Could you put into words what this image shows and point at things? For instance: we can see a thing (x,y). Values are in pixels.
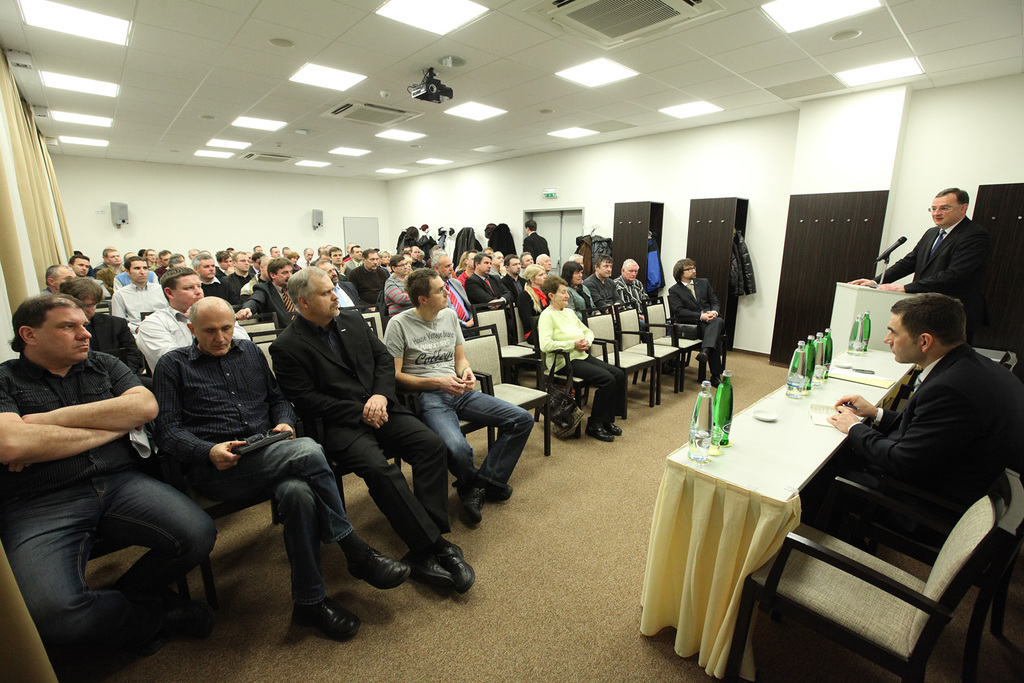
Here we can see a group of people (191,252) sitting in chairs (484,366) and in front of them there is a man (986,454) sitting on a chair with a table (802,441) in front of him with bottles (823,358) and beside him there is a man (937,247) standing and speaking into microphone (890,251) present on the speech desk (856,297) and at the top (334,147) we can see various lights (328,161).
